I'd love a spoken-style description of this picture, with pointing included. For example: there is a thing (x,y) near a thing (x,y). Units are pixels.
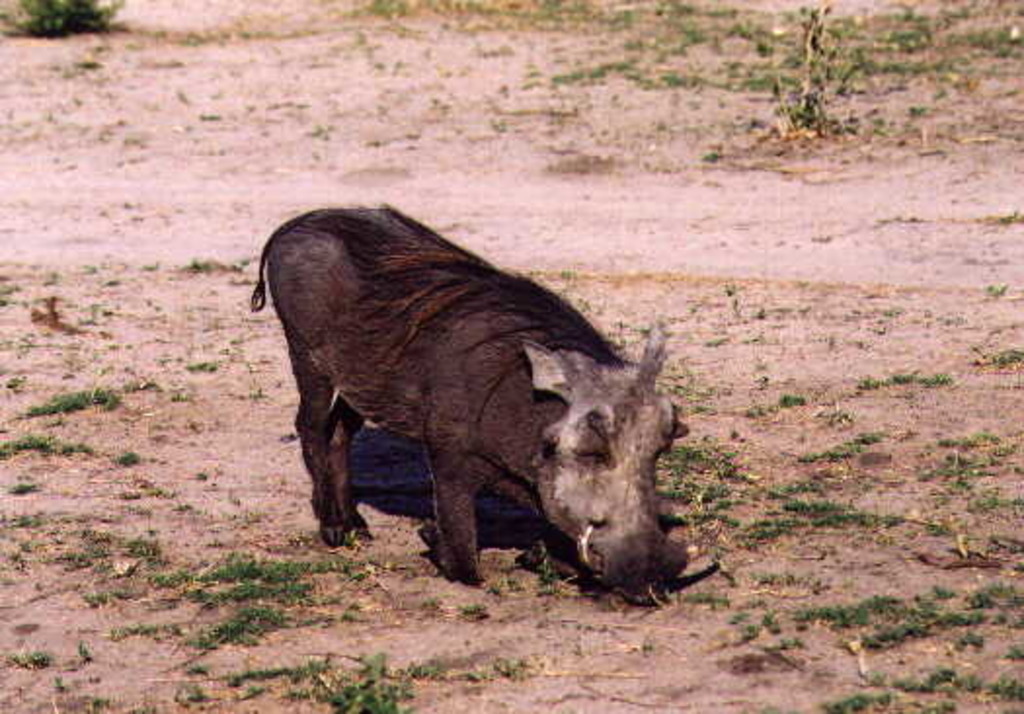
In this image we can see an animal (448,367).
